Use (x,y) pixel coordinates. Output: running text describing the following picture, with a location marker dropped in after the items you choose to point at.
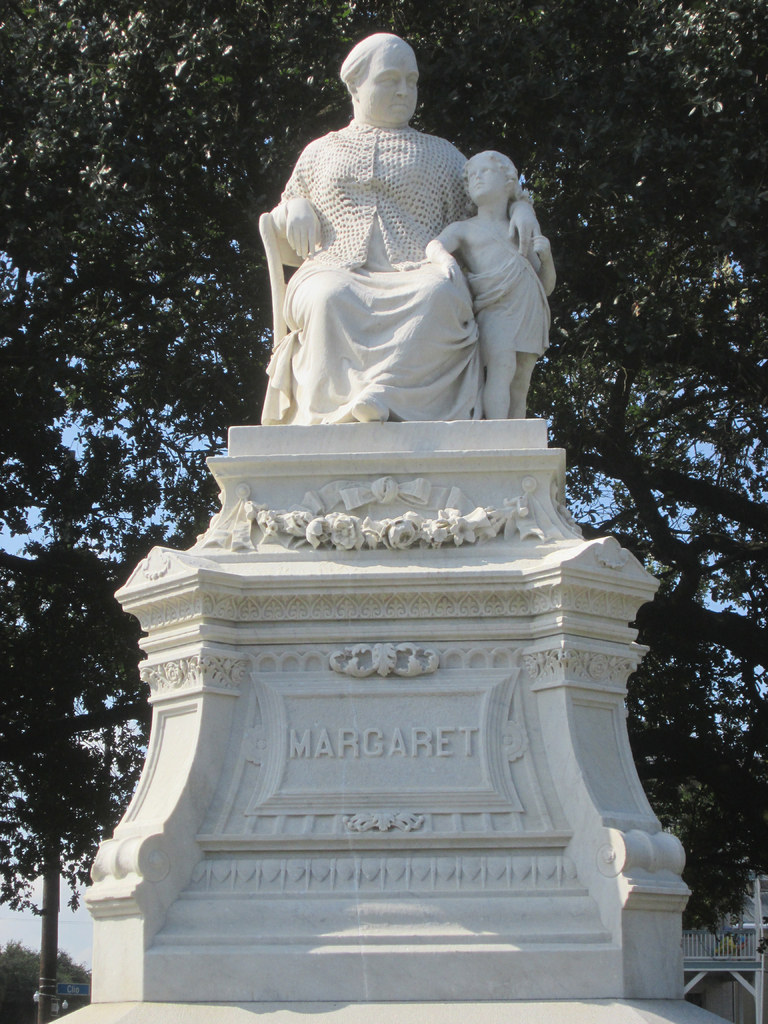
In this image we can see a white color sculpture (430,344) of a woman (393,312) and child (468,284). Behind trees (703,306) are present and one pole (45,928) is there.
